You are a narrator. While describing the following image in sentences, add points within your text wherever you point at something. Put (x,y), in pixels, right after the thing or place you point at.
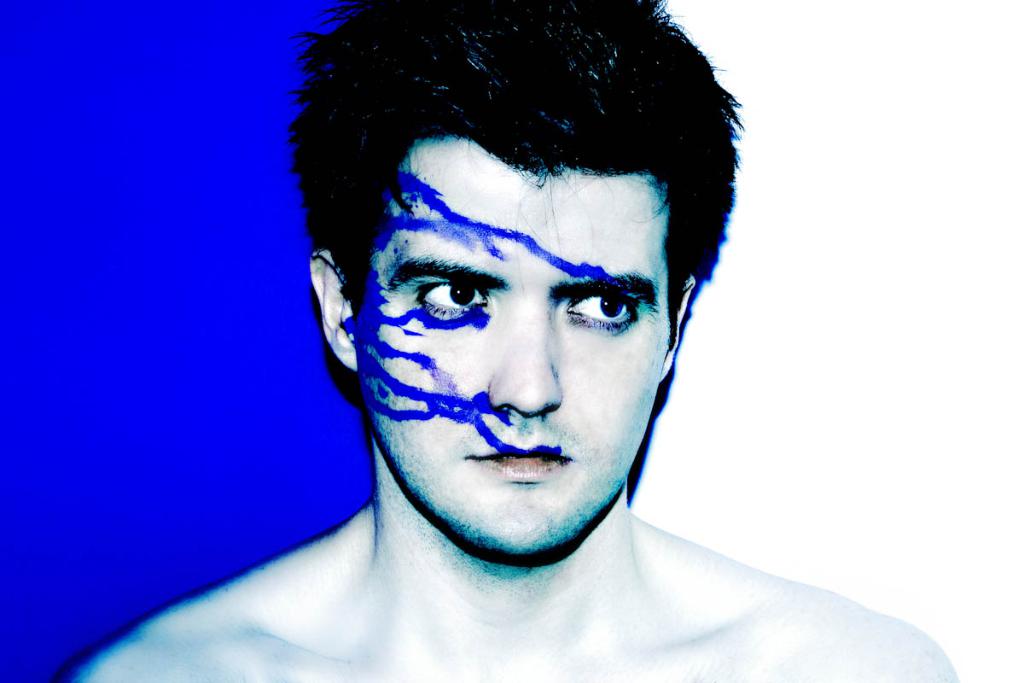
In this image I can see the person (471,580) and I can see the blue color paint (360,371) on the person's face (377,295). And I can see the blue and white background (705,453).
